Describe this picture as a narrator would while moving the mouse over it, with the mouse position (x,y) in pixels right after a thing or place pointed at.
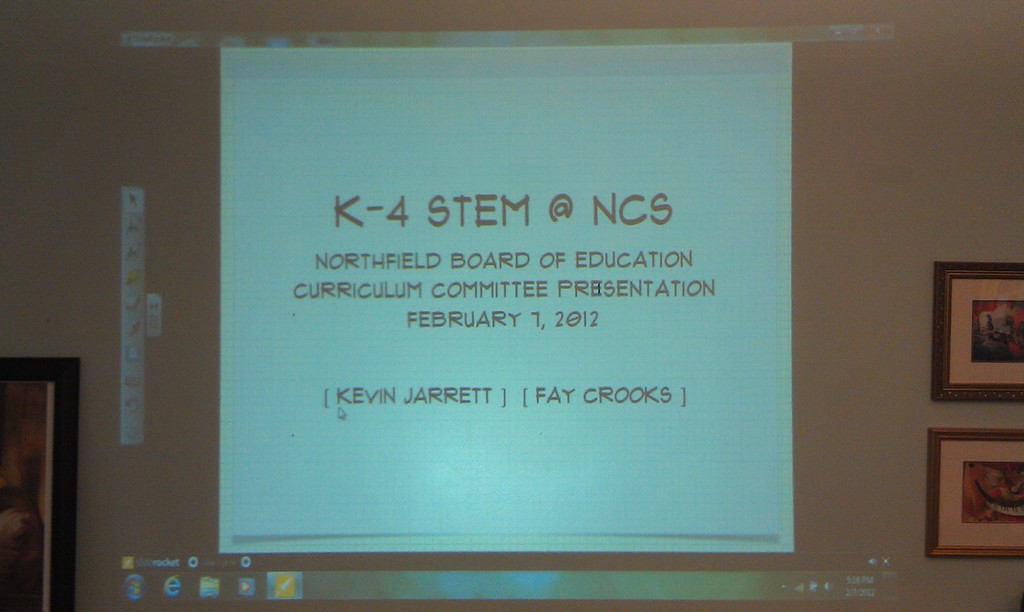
In this image we can see the display screen (622,188) and some text (595,319) on it and wall hangings (958,488) attached to the wall (80,453).
